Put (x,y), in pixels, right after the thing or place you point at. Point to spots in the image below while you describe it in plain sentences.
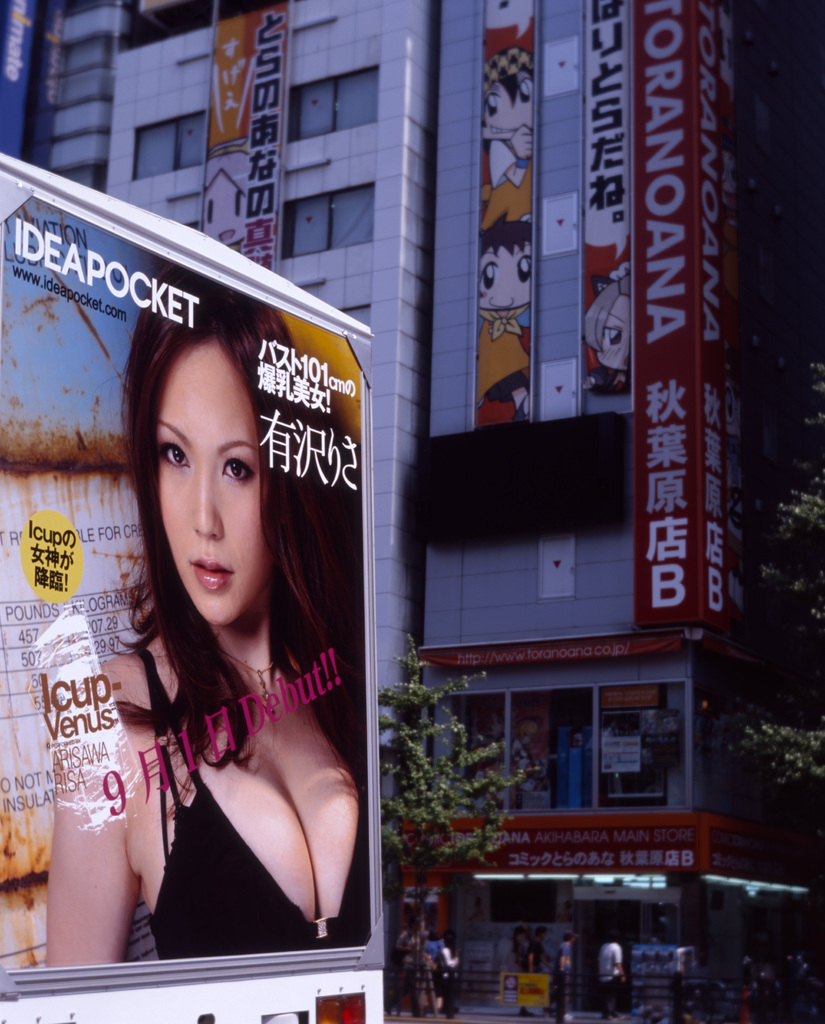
In this image I see a picture (155,323) of a woman (216,659) over here and I see something is written and in the background (513,892) I see the building (701,764) on which there are boards (651,117) on which there are few cartoon characters (504,147) and something is written and I see the trees (809,768) and I see few people (621,948) over here.
